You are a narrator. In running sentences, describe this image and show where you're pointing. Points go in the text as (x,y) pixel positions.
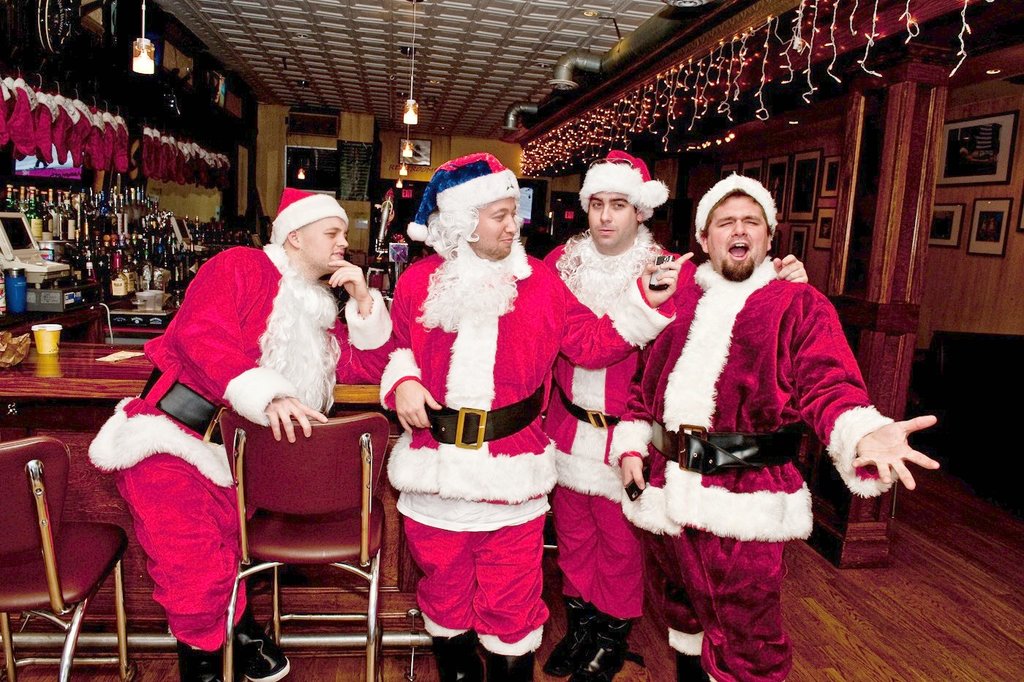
This is the picture of four people (771,364) wearing Santa dresses (221,313) and behind them there are some bottles (138,207) on the table (56,356) and decorated with some lights (546,148).
